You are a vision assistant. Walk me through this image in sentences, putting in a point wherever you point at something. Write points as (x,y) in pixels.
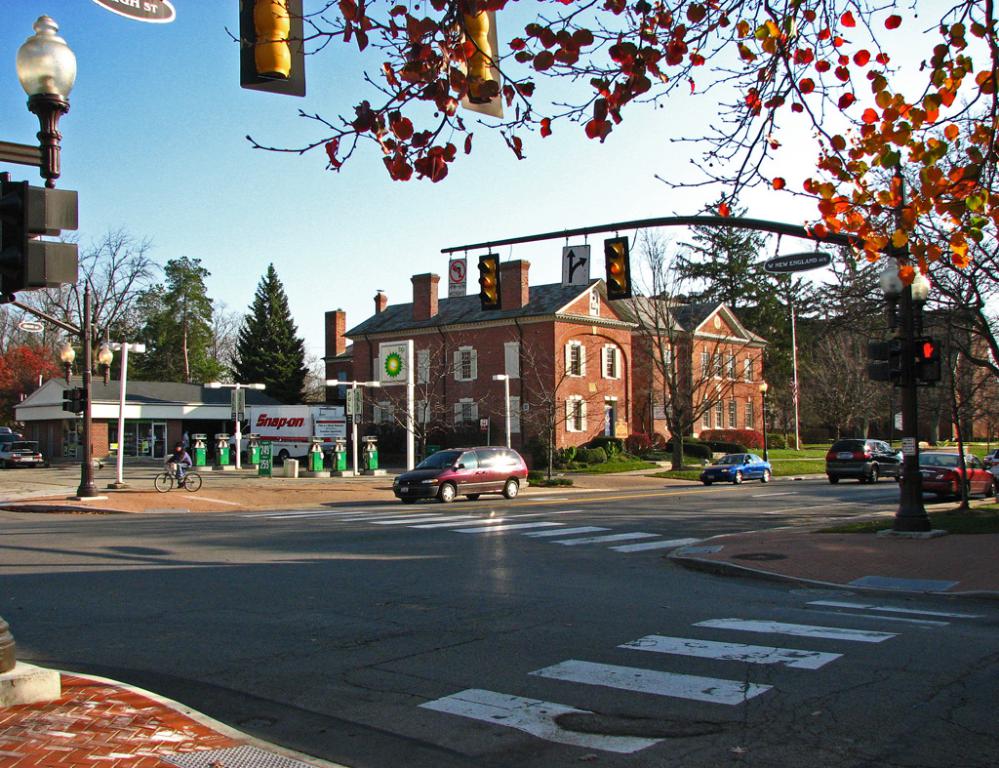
This picture is taken beside the road (410,544). On the road (471,501), there are some vehicles (398,477) moving around. Towards the right (896,393), there is a pole (901,164) and a tree (859,228). In the center (529,346), there are houses (481,390), trees (282,318) and a sky (256,260).
